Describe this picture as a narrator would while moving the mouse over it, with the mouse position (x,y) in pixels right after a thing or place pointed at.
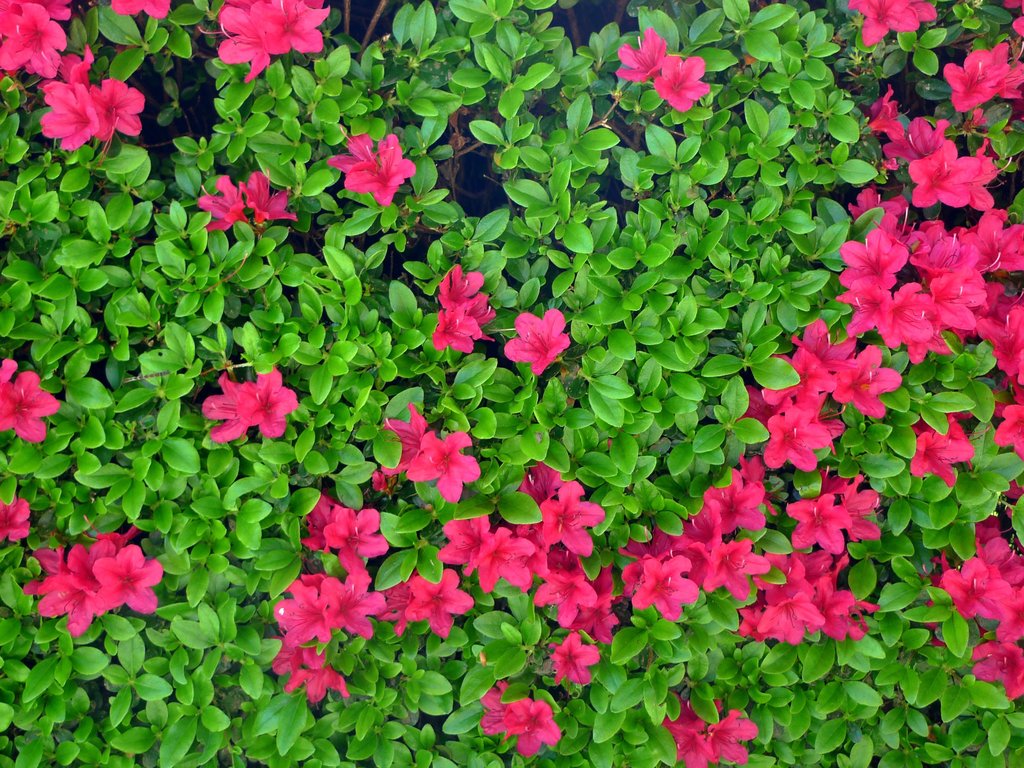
In this image we can see flowers (417,604) to the plants (666,283).
